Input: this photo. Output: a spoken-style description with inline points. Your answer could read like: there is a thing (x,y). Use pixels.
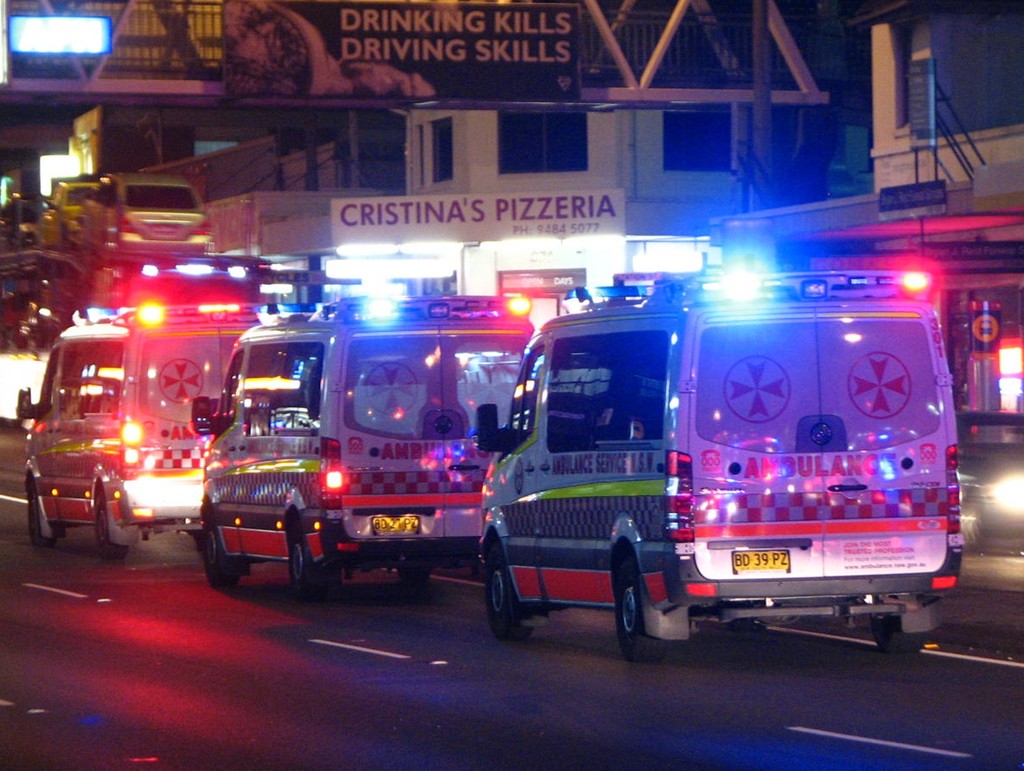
In this image we can see group of ambulances (473,515) parked on the road (650,684). In the background (991,525) we can see group of cars (1003,464), buildings (95,165), a sign board (522,50) and some lights (594,264).
